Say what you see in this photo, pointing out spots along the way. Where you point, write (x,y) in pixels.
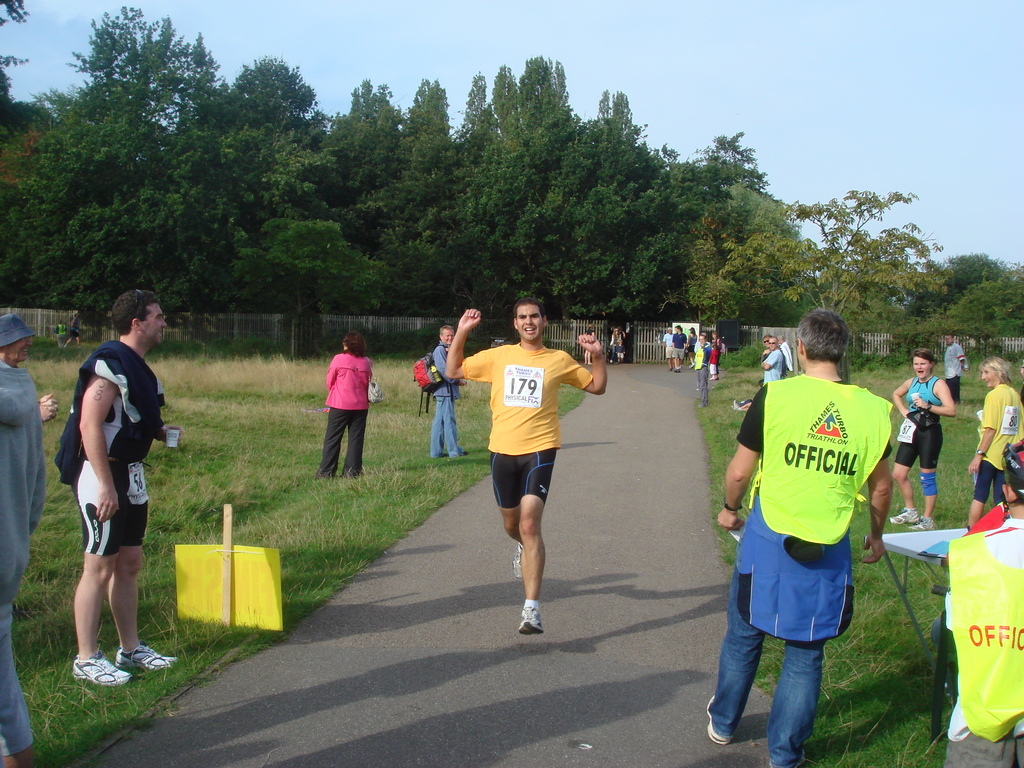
The man (506,409) in the middle of the picture (524,507) is running on the road (501,557). On either side of the picture, we see the grass (878,618) and people (779,624) are standing. In the background (639,348), we see the fence (401,326). There are trees (612,284) in the background (630,285). At the top (840,122), we see the sky (706,57). At the bottom (560,673), we see the road (513,598).
